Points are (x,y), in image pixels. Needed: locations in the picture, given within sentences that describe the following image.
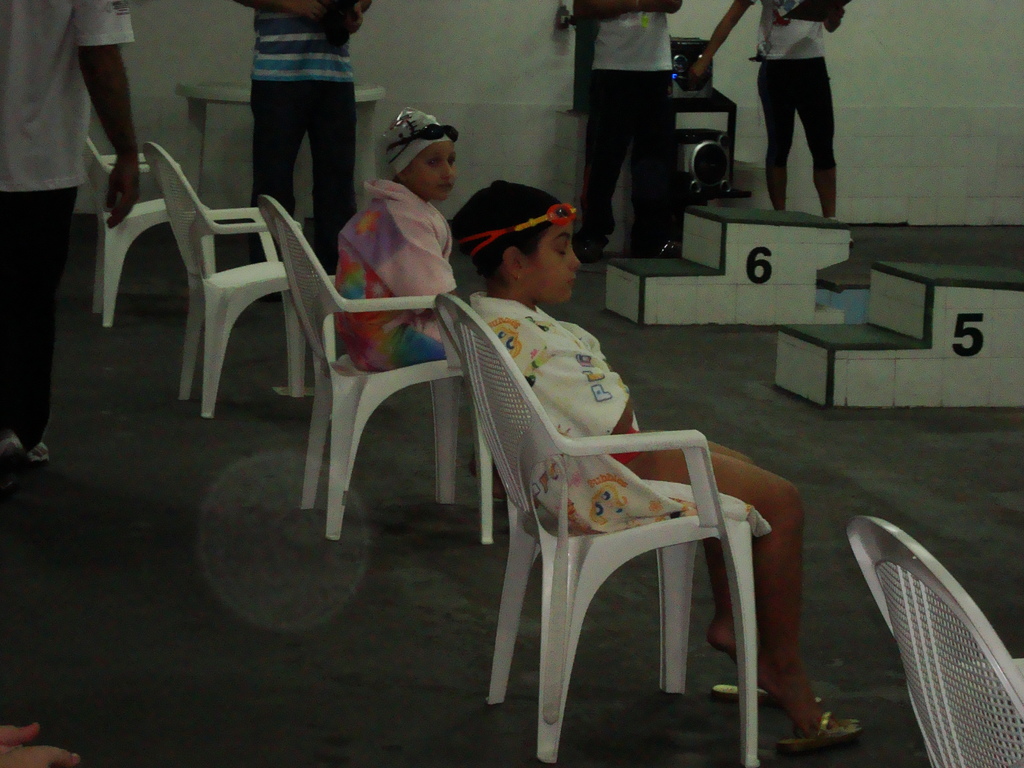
It is a swimming area (643,382), two kids (561,325) are sitting on the chair (448,348) wearing swimming costume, beside them there are four men (798,107) standing, to the right side of the kid (412,273) there are two steps (786,347), beside the steps (718,237) there is a speaker (710,184) and a music system (692,82).
